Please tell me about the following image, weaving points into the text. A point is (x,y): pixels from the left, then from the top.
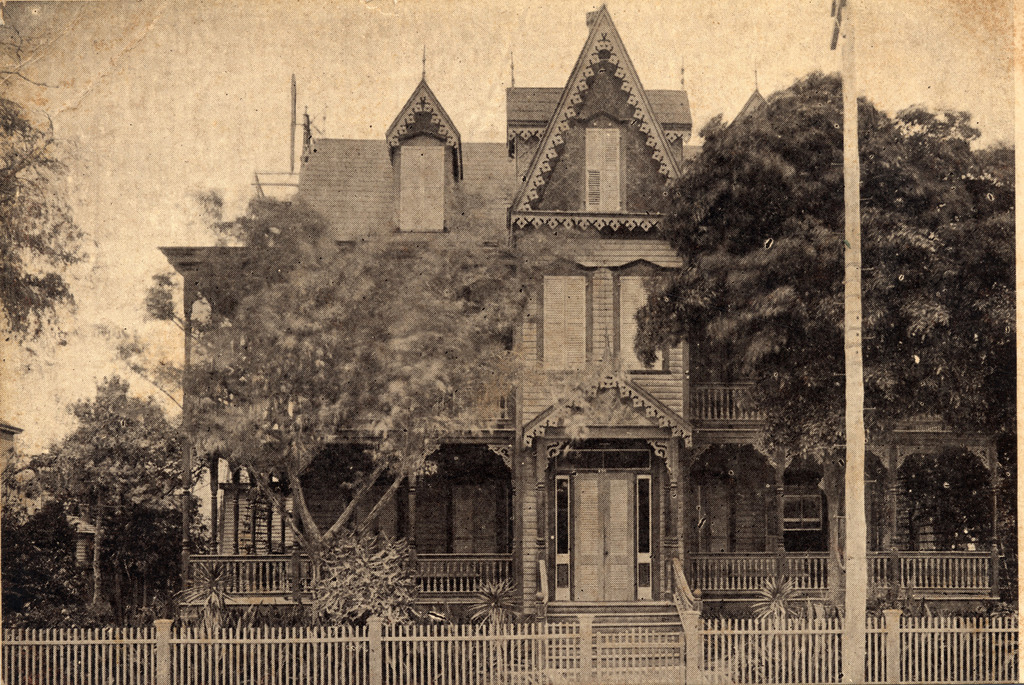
This picture shows a building (683,464) and we see trees (835,323) and a electrical pole (847,20) and we see a wooden fence (762,629) and few plants (272,620).
